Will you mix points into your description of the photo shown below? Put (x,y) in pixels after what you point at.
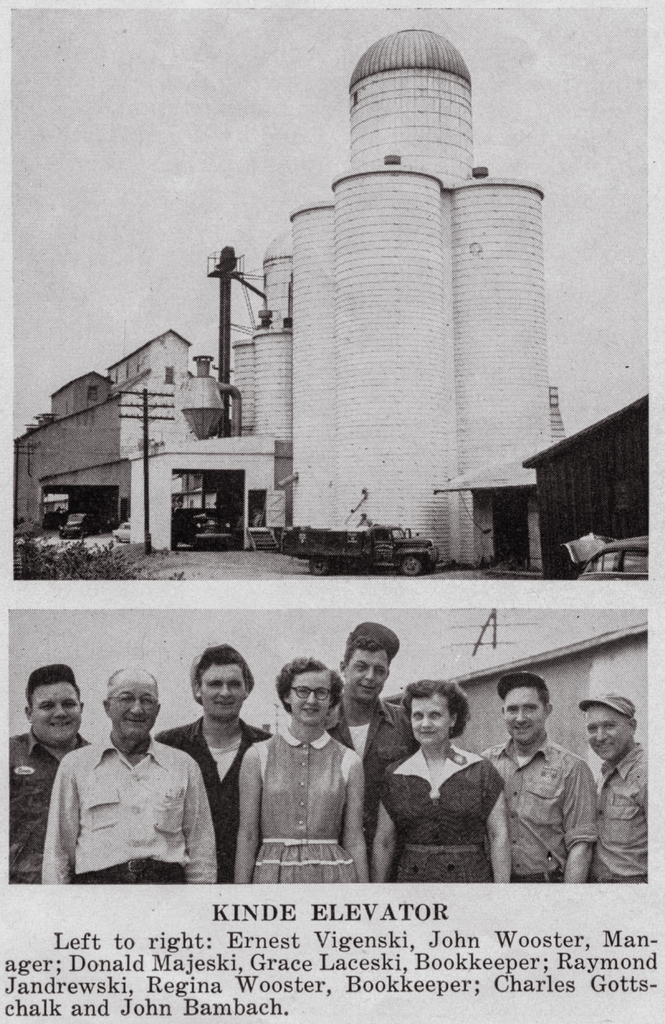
This is a poster and in this poster we can see a group of people (309,748), building (332,228), vehicles (369,554), plants (106,554), some objects (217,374) and some text (288,1014).
